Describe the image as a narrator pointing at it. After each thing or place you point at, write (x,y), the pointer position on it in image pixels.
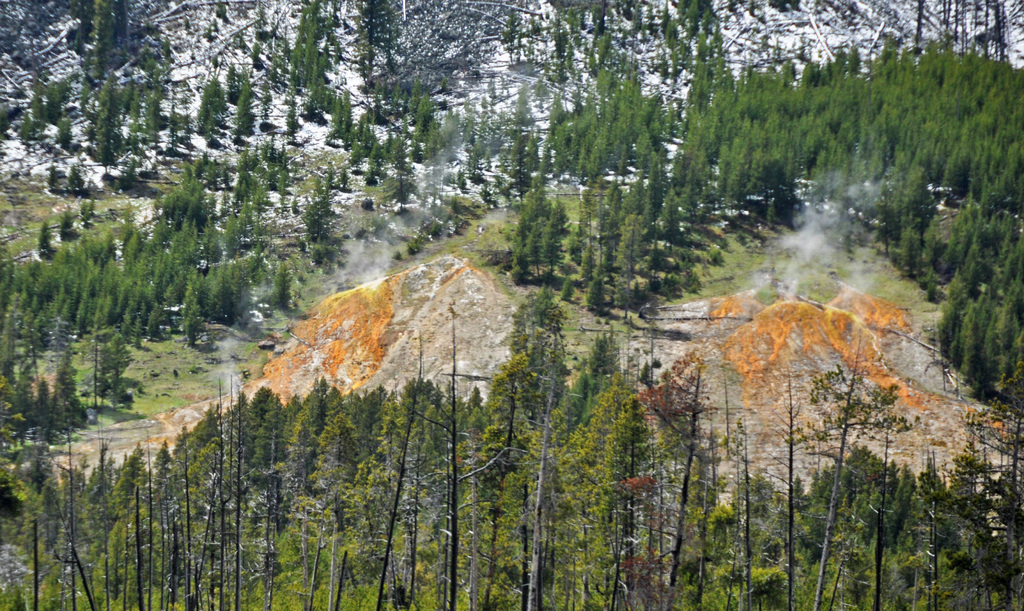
In this image we can see trees (882,201), plants (83,270), ground (263,375), snow (455,93) on the hill (17,218).
